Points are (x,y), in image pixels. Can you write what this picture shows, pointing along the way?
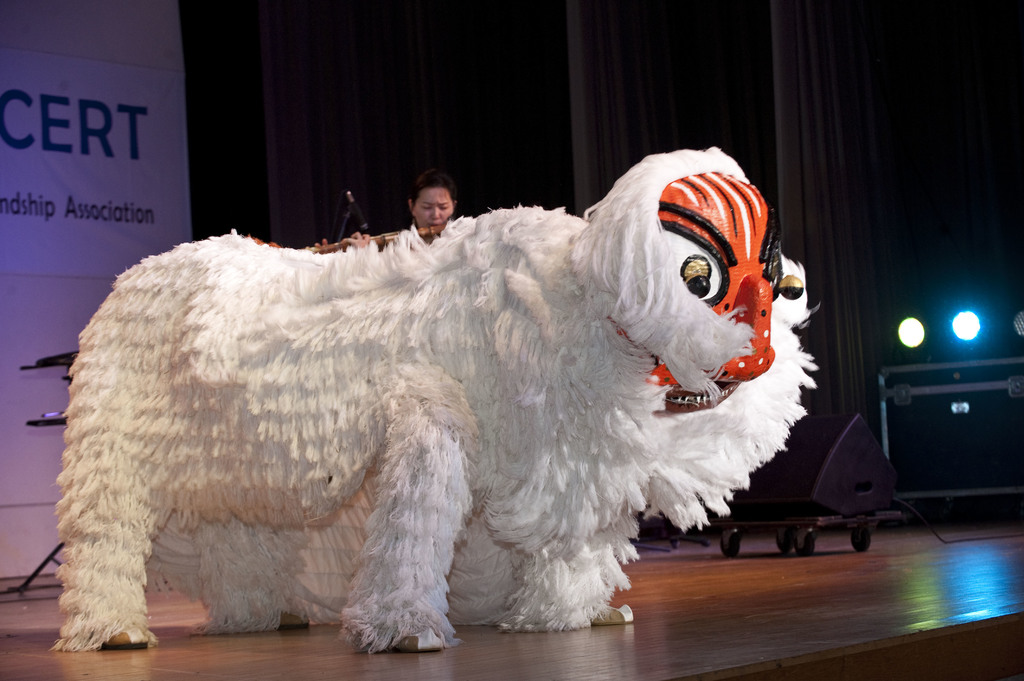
It's a costume (566,380) in the shape of a lion (469,368) in white color and here a woman (440,204) is playing a flute (428,235). On the right side (921,328) there are speakers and lights (957,335).
